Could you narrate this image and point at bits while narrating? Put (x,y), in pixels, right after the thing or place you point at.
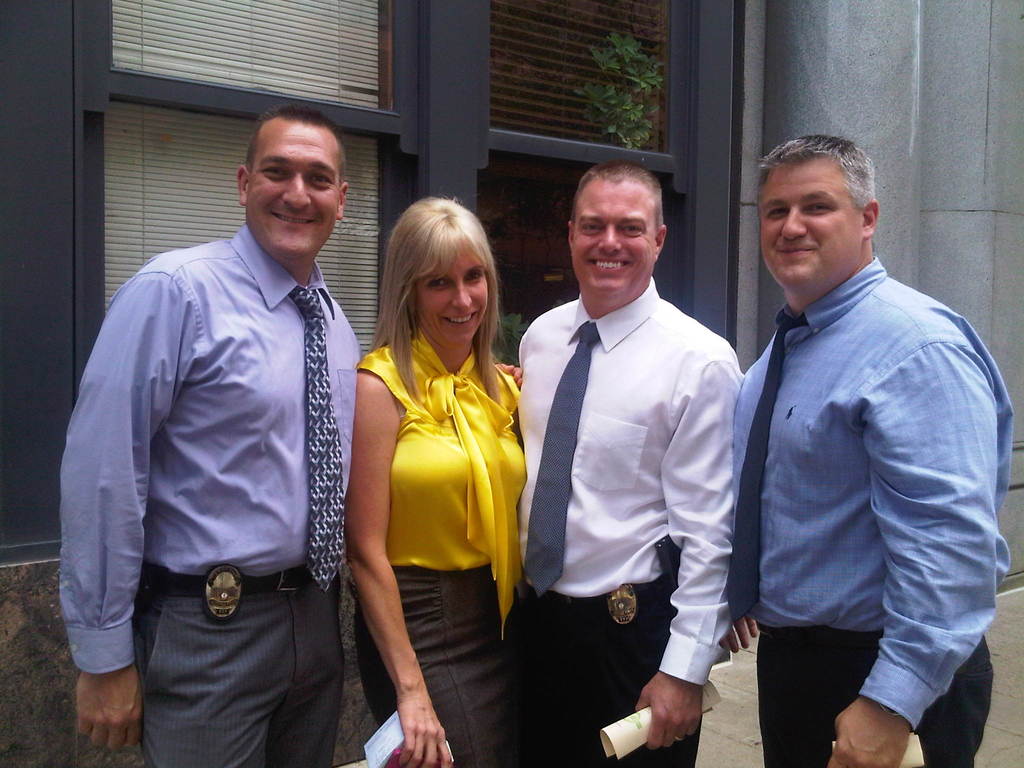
Here we can see three men (241,480) and a woman (401,561) standing and among them three persons (481,760) are holding papers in their hands (867,759). In the background (127,147) we can see wall (58,265), windows (111,204), house plant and pillars (984,151).
